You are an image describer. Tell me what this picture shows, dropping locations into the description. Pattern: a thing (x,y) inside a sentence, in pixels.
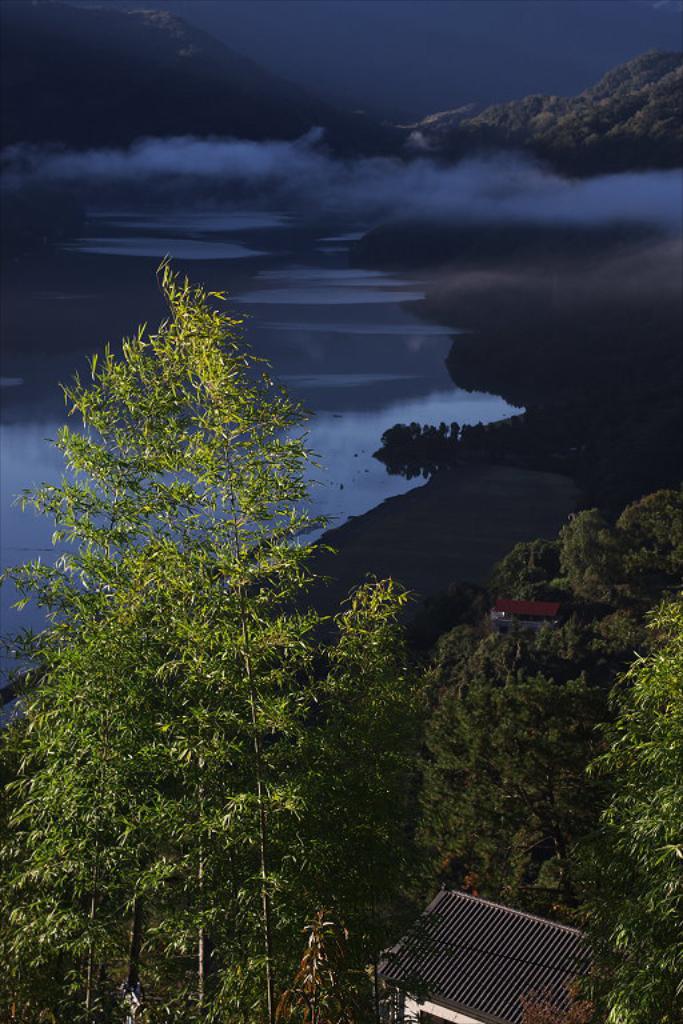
In this picture there is a beautiful view of the green plants (209,845). Behind there is a lake water (358,273), blue sky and clouds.
